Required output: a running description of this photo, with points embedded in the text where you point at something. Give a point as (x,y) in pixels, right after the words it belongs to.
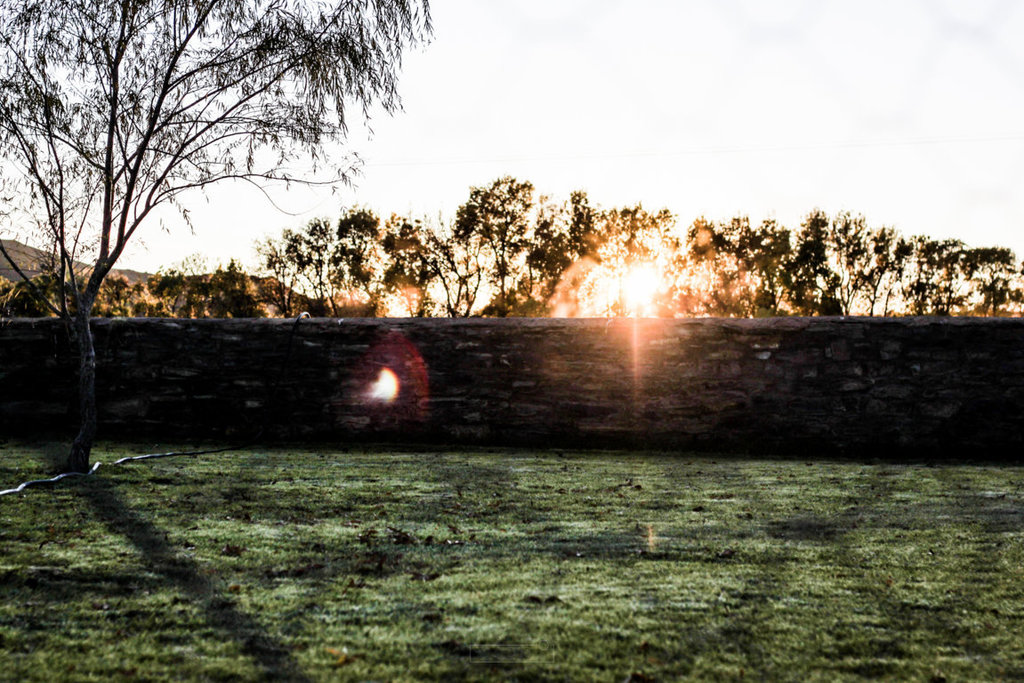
In this image there are trees (878,278). At the bottom (429,550) there is grass (582,573) and we can see a wall (529,385). In the background (519,134) there are hills (87,265) and sky (696,27).
